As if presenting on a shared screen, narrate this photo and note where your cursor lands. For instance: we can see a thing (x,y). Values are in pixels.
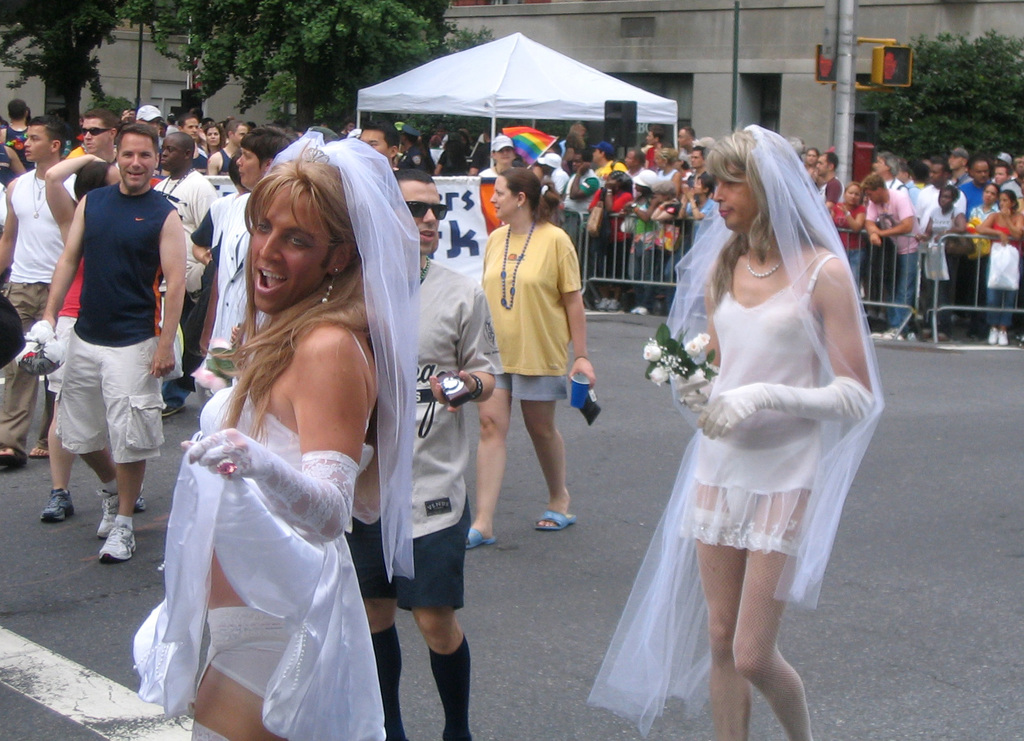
In this image I can see road (929,471) and on it I can see number of people (252,230) are standing. I can also see few of them are holding things (464,373). In the background (307,123) I can see few trees (402,63), few buildings (565,14), a tent (468,112), few speakers (611,110), a pole (841,10), a white colour board (475,232) and I can see many more people (962,154) are standing in background (698,156).
